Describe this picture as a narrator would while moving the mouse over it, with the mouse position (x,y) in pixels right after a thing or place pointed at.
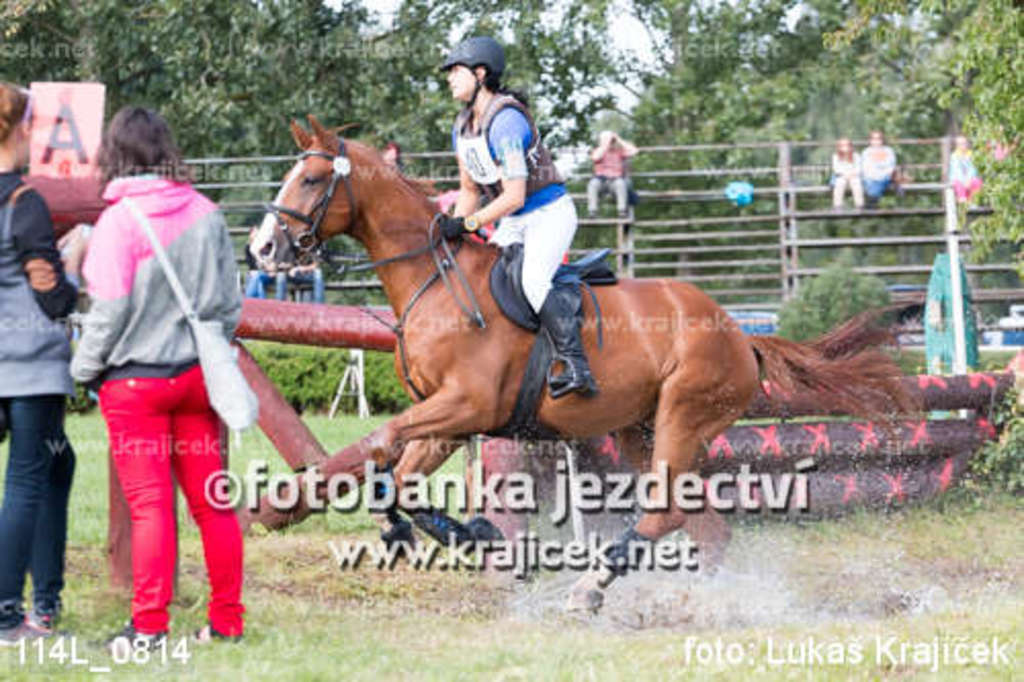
In the foreground of this image (50,403), on the left (36,425), there are two women (162,384) standing on the grass (238,438) and a woman (199,365) is wearing a bag (211,348). In the middle (554,255), there is a woman (490,188) riding a horse (498,339). Behind it, there are few objects (861,429), trees (795,39) and few people (835,188) sitting on the stairs (784,185) and also we can see the water mark (813,642).
